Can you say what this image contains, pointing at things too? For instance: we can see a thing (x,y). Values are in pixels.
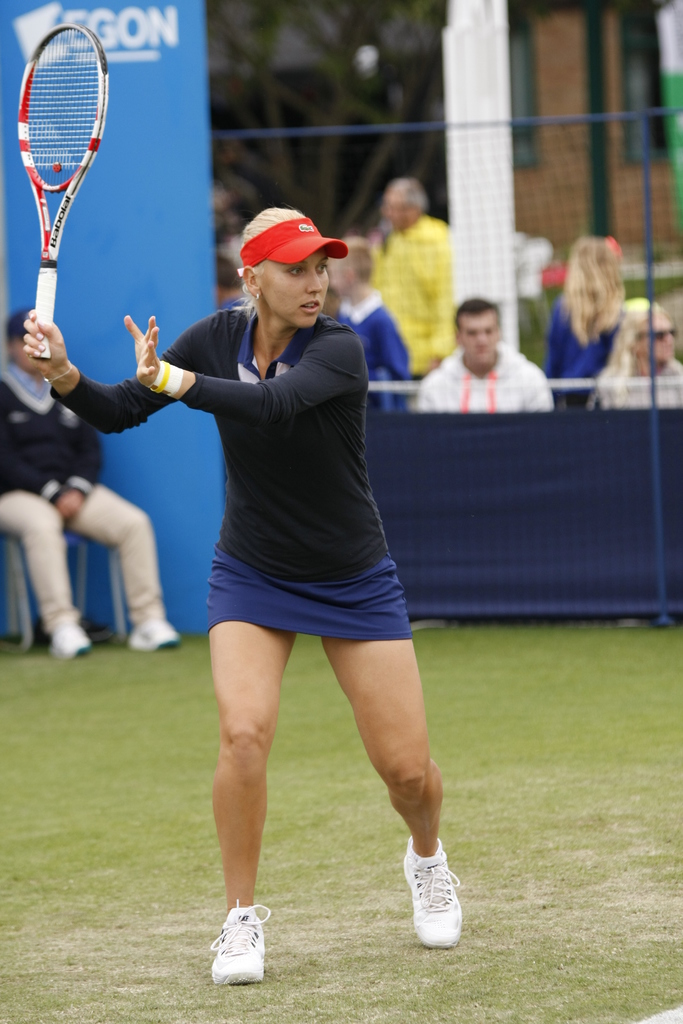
Here there is a woman (323,538) holding tennis racket (59,209) in her hand (55,326). Behind her there are few people (70,441) sitting and standing and there is a fence (349,129) here. In the background (412,101) we can see a tree (322,67) and building (609,63).
